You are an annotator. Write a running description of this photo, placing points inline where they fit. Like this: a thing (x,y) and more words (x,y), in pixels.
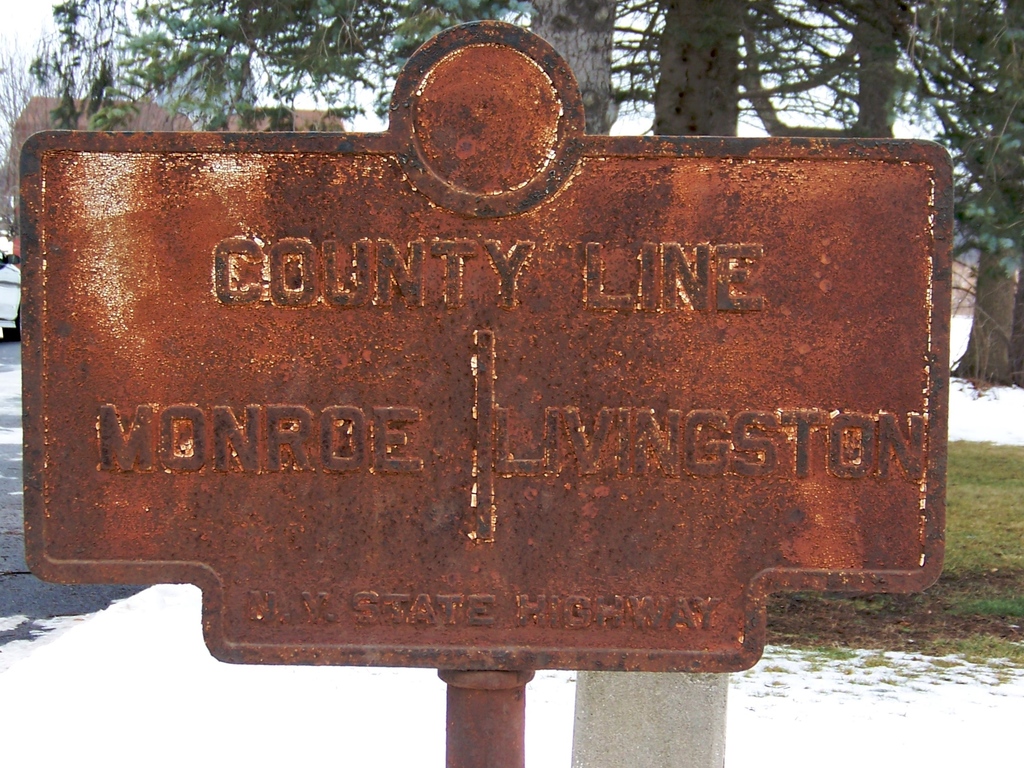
In this image, I can see a board (263,597) with some text (274,413) on it. In the background (333,102), there are trees (227,122). On the left corner of the image (6,327), I can see a vehicle (10,324) on the road (8,425). At the bottom of the image (375,689), I can see the grass (1018,524) and snow (820,708).
